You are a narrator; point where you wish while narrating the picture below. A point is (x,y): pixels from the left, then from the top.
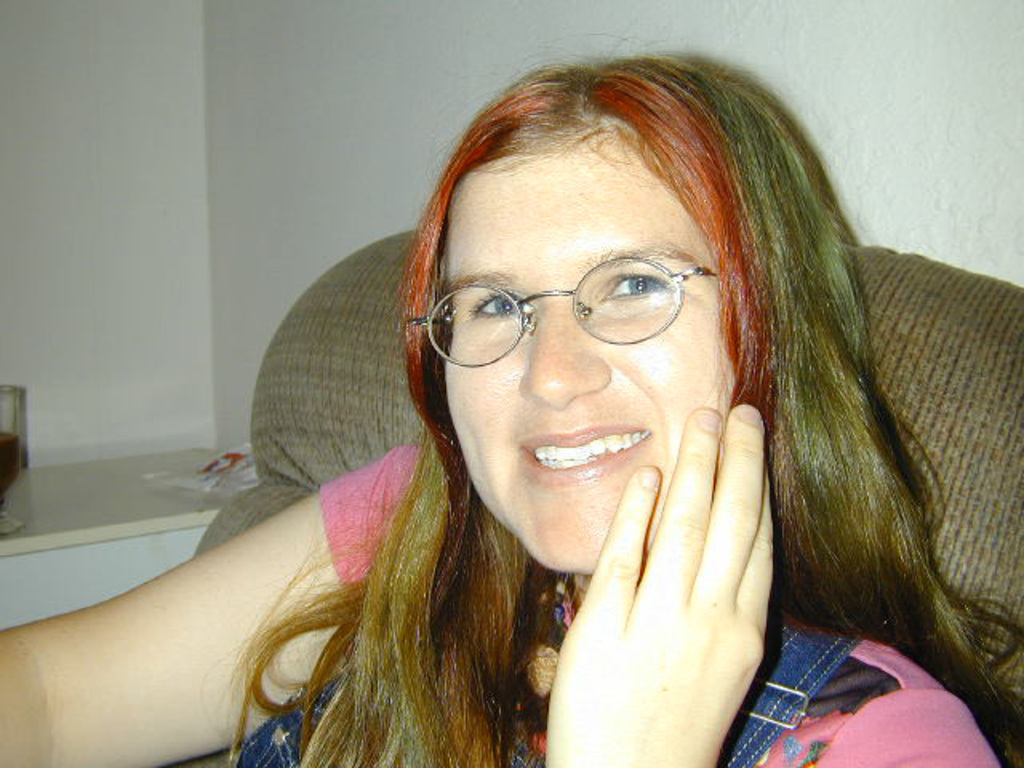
This image consists of a woman (348,640). She is wearing specs (651,291) and a pink color dress (897,696). She is sitting on a sofa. There is a glass (5,522) on the left side (6,407).
